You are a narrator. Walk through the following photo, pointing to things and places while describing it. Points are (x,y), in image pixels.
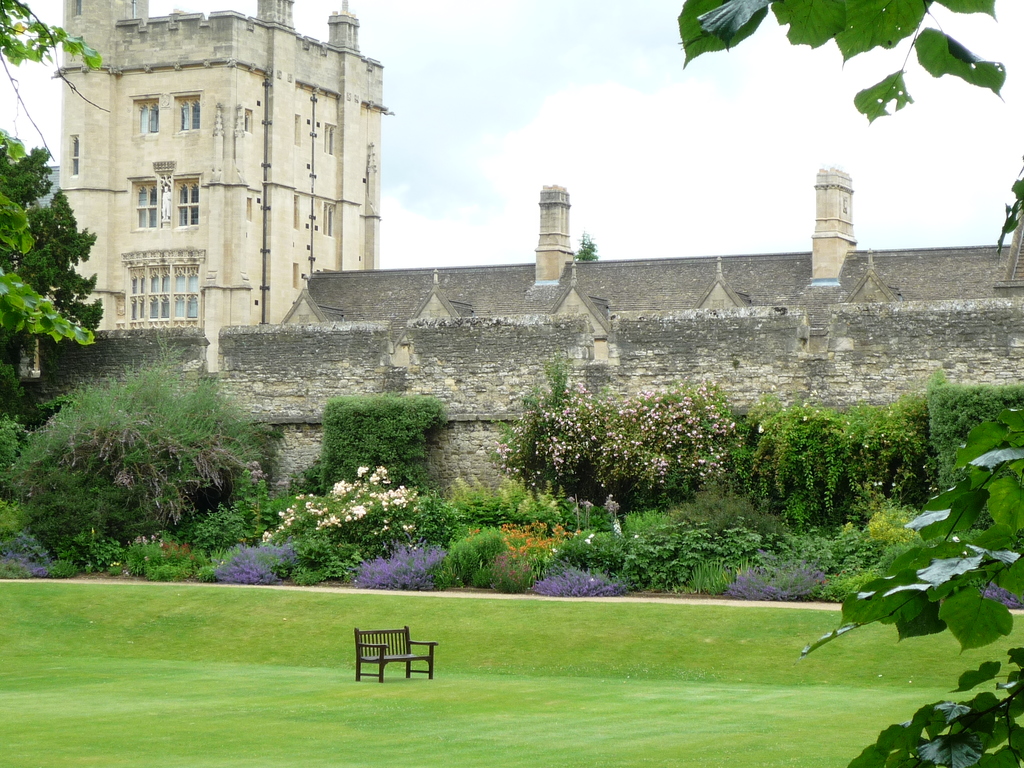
In the image we can see the building (253,123) and these are the windows (196,104) of the building (221,124). Here we can see the bench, grass (552,636), plants (590,579) and trees (48,276). Here we can see flower plants (358,473), wall (386,372) and the sky (493,123).
